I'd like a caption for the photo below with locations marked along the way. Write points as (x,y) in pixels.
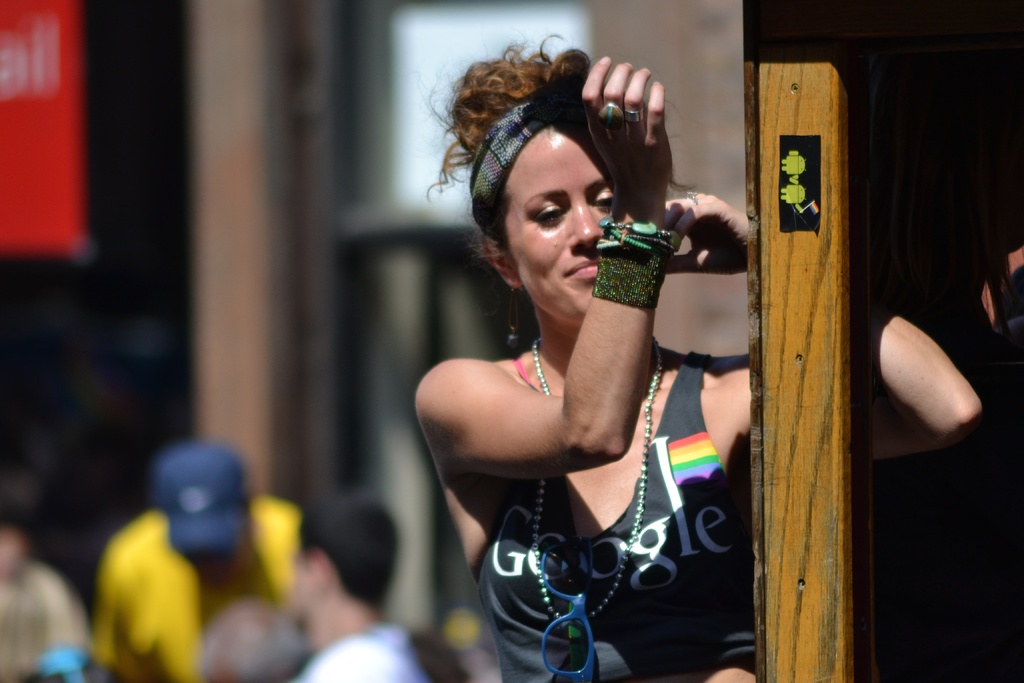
In the image we can see there is a woman (589,303) standing and she kept sunglasses (587,638) on her top (621,532). It's written ¨Google¨ on her top (511,631) and behind there are other people (210,609) standing. The image is little blurry at the back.
